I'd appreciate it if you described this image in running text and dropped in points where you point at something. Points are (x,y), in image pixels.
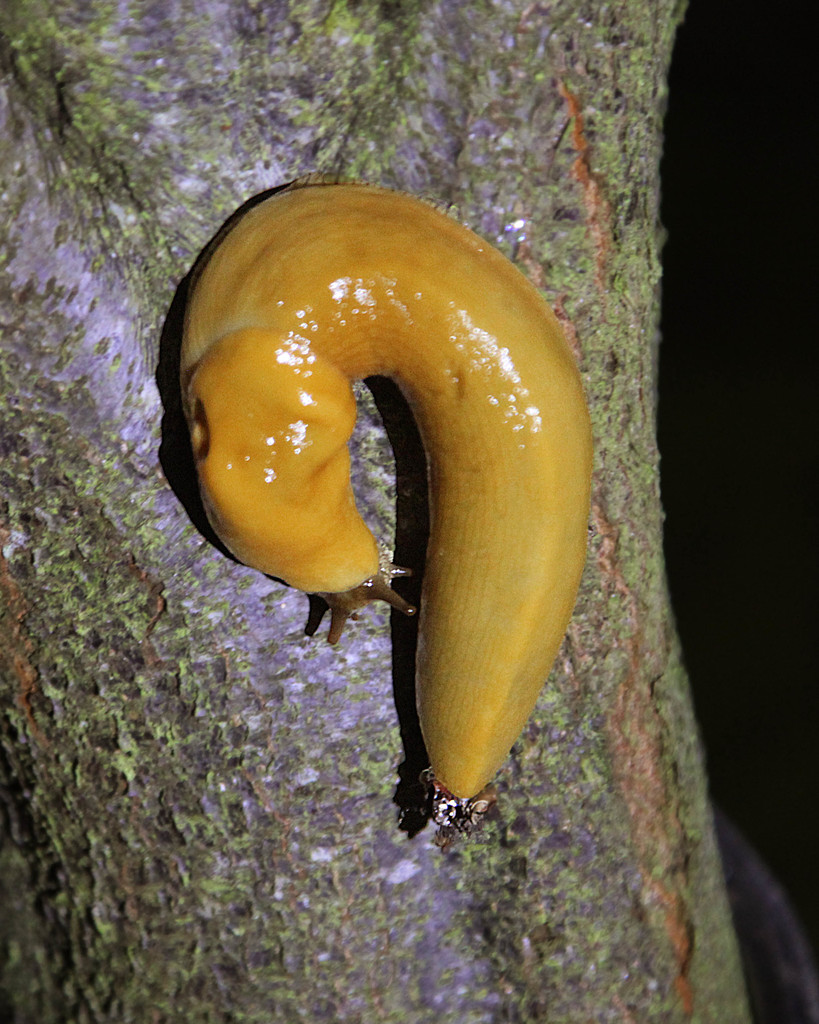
This image consists of a slug (388,250) in yellow color. It is on a tree (129,490).
